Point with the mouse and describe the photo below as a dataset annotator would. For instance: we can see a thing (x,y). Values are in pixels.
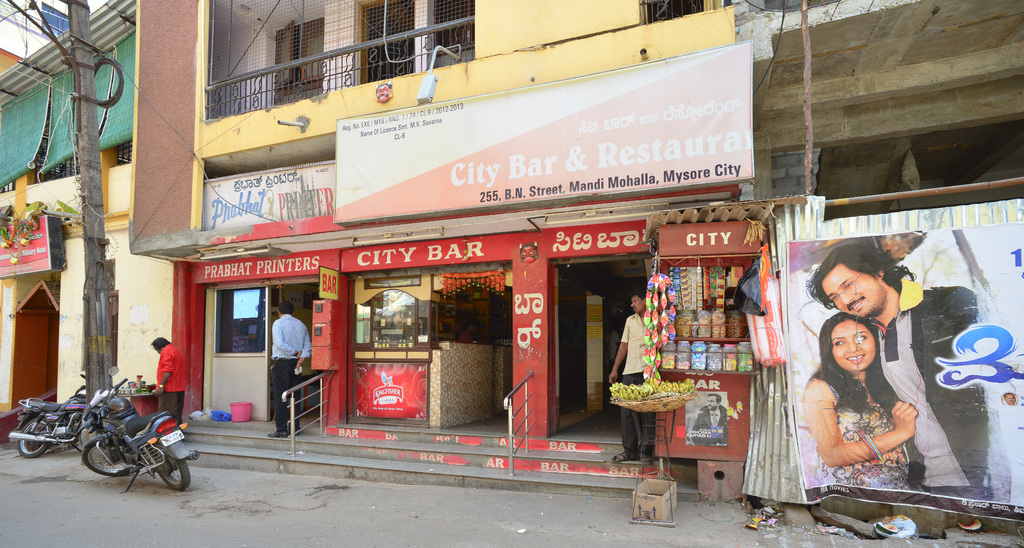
In this image I can see few stores (397,344), few buildings (172,217) and on it I can see number of boards (43,255). I can also see something is written on these boards (544,184). In the front (659,488) I can see few vehicles (134,450), few people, a box (641,503) and on the right side of the image (811,468) I can see a poster (802,338). I can also see a pole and few wires (64,50) on the left side (51,211) and I can also see few stuffs (246,409) in the background (206,409).
